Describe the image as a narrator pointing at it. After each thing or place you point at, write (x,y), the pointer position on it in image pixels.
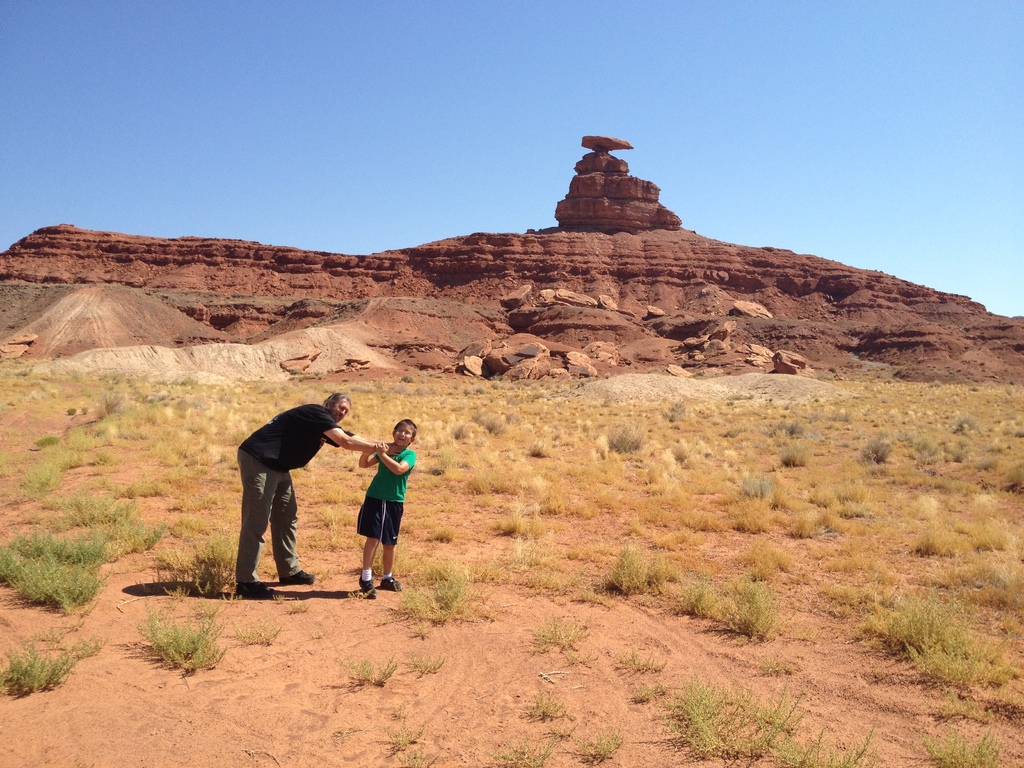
In this image we can see a man (276,495) holding the hands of a child (372,501). We can also see some grass (735,522) and the hills (569,314). On the backside (402,98) we can see the sky (395,145) which looks clear.
